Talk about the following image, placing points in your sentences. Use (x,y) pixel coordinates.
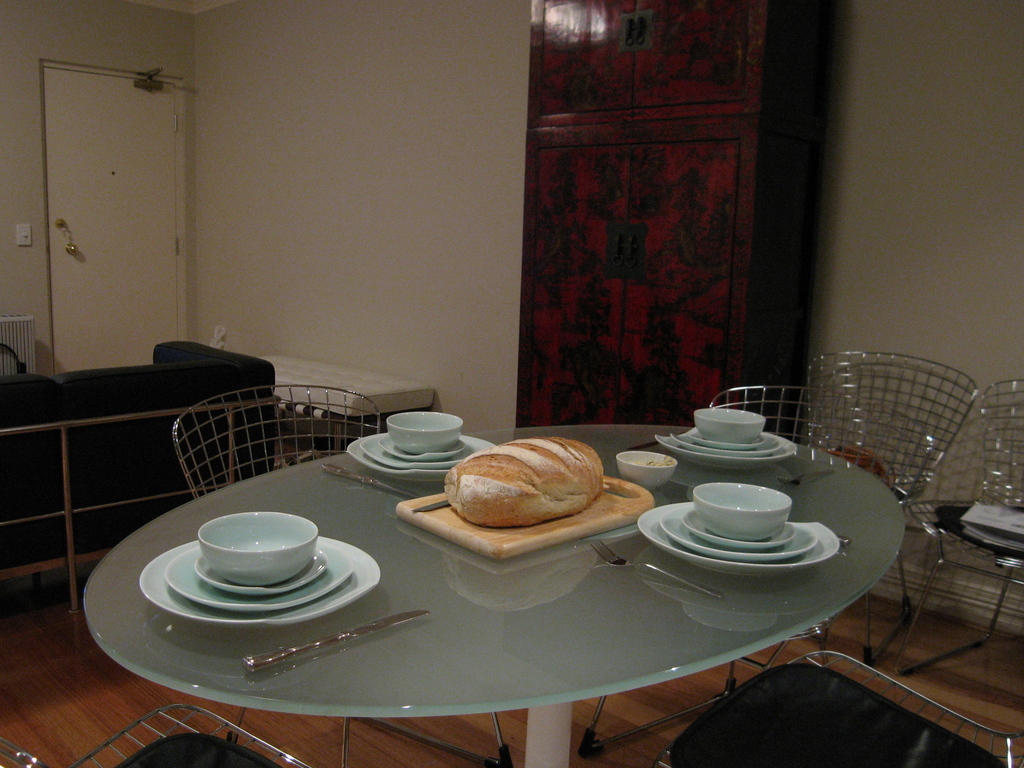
There is a table (591,632). And on the table (594,620) there is a plate (299,584), bowls (302,534), knife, cutting table (594,520) and food item (526,469). Around the table (555,738) there are chairs (902,603). There is a shelf (696,248) in the room (414,173). Near the wall (324,246) there is a sofa (146,378) and a door (166,238).
